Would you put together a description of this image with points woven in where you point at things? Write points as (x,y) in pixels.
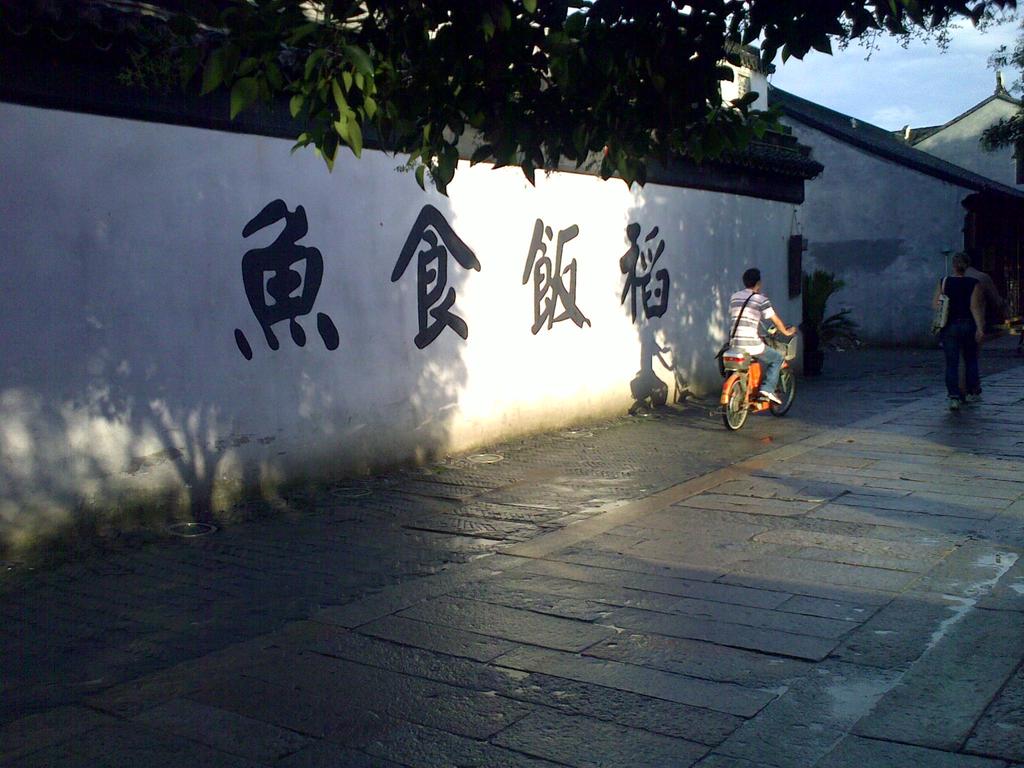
In this image we can see a man (781,323) is cycling on the pavement (813,409) and a woman (944,286) is walking. Background of the image (926,223), buildings (888,214) are there. At the top of the image (479,46), branch (480,56) of a tree (583,35) with leaves (567,105) and sky (862,73) is present.
